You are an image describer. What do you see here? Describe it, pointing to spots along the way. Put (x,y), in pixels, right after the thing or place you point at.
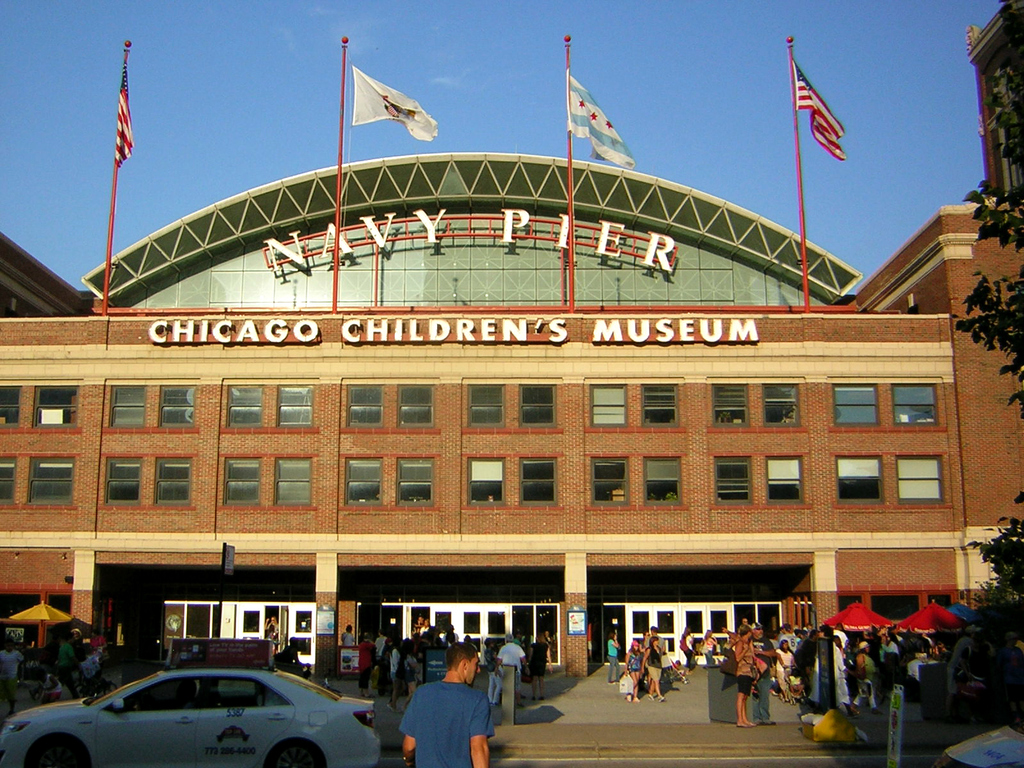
On the right side of the picture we can see a tree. In the background (143,102) we can see blue sky (850,113). In this picture we can see a museum (626,282) and flags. At the bottom portion of the picture (145,739) we can see people (443,693), a car (13,752). On the left (34,618) and right side of the picture (867,616) we can see colorful umbrellas (940,625). We can see boards (325,624) on the pillars (578,648).
